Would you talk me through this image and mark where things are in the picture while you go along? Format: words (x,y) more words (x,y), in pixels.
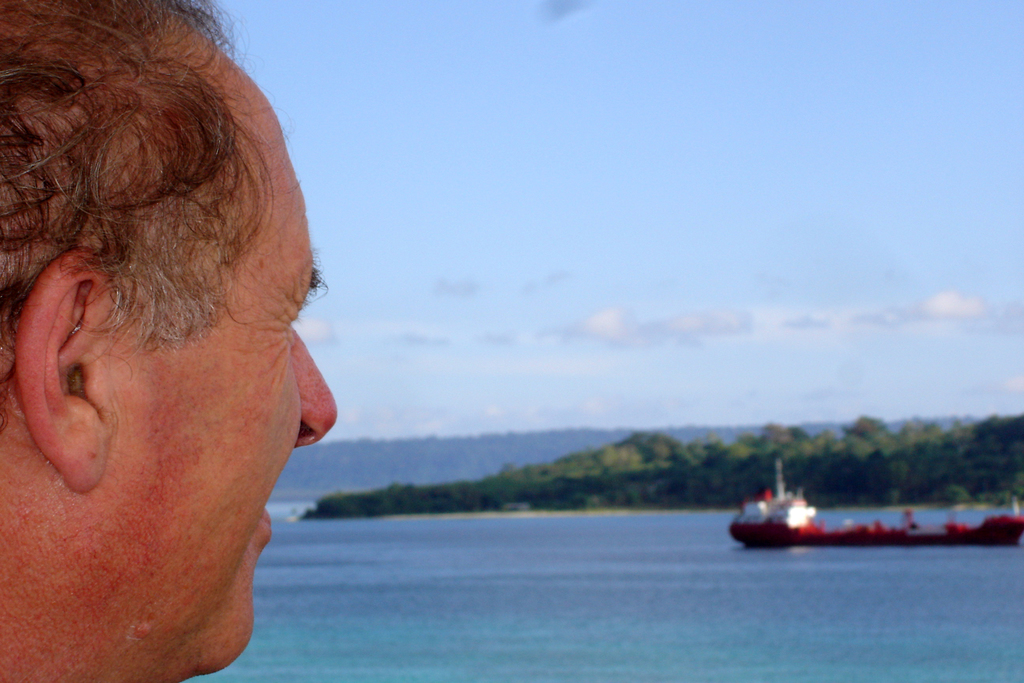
In this picture I can see a person face (16,477), in front I can see a boat (814,518) on the water surface (637,617), behind I can see the hills (524,477).
